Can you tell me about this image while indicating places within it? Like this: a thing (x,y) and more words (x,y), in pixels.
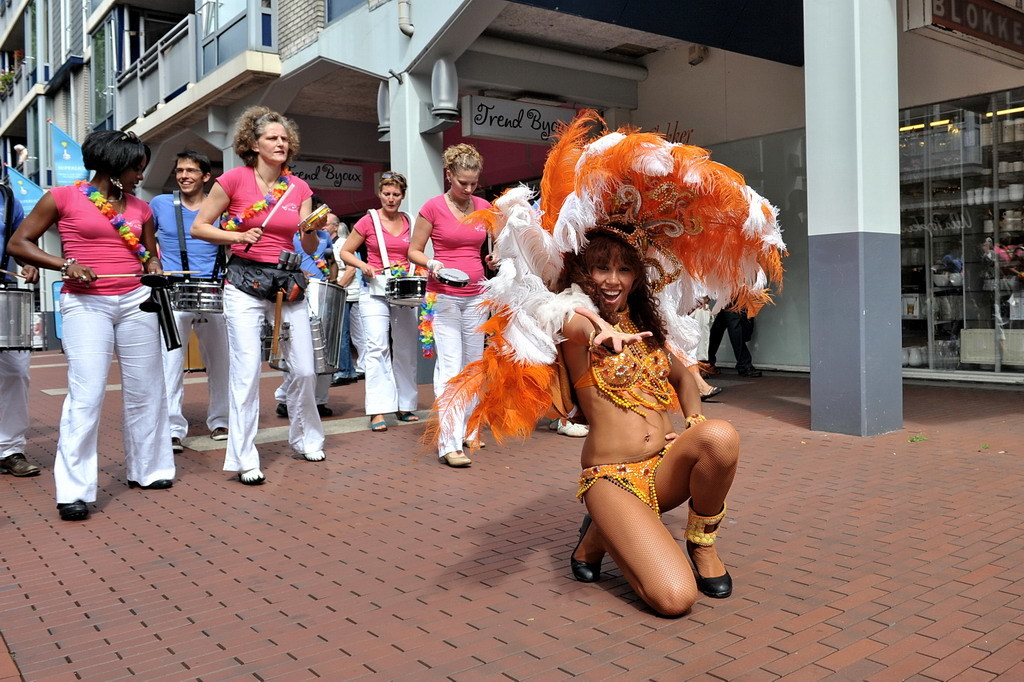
In this image we can see a few people (248,342) standing and playing the musical instruments (323,286), in front of them, we can see a person (652,445) with a costume (655,377), there are some buildings (312,21), pillars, boards (333,183) with some text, from the glass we can see some shelves (912,340) with objects (907,356) inside the building (998,239).
